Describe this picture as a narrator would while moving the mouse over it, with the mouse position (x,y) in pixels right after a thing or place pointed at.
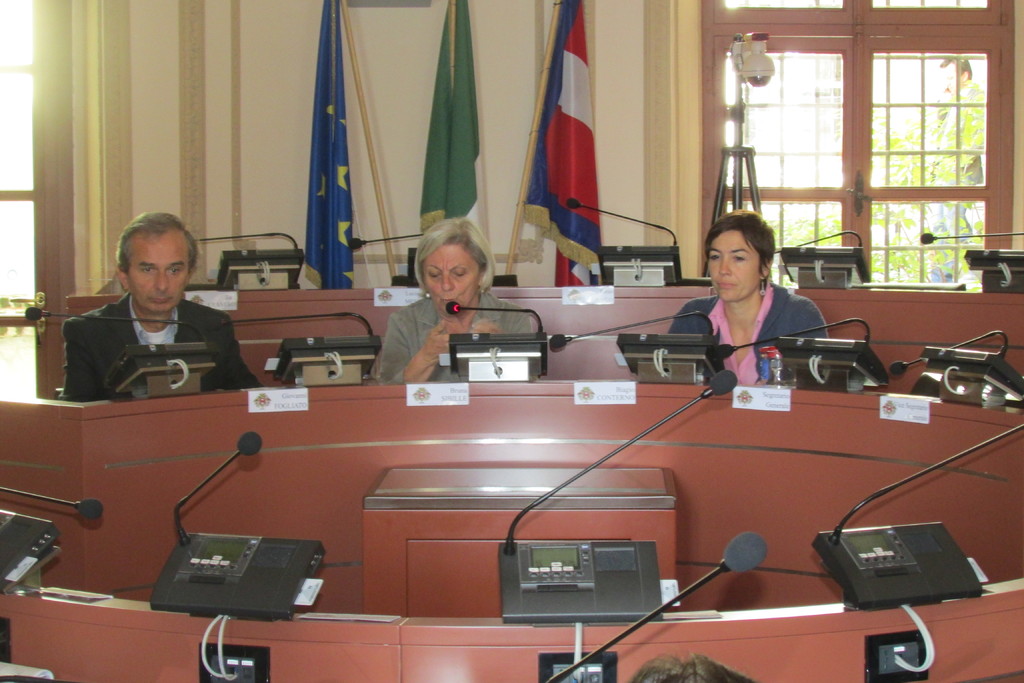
This picture describe about two women (454,268) and man (86,341) sitting on the long table (324,434) with telephone (472,342) and microphone (360,243) attached to it. Behind there are three flag (572,148) and a big window (786,160).
